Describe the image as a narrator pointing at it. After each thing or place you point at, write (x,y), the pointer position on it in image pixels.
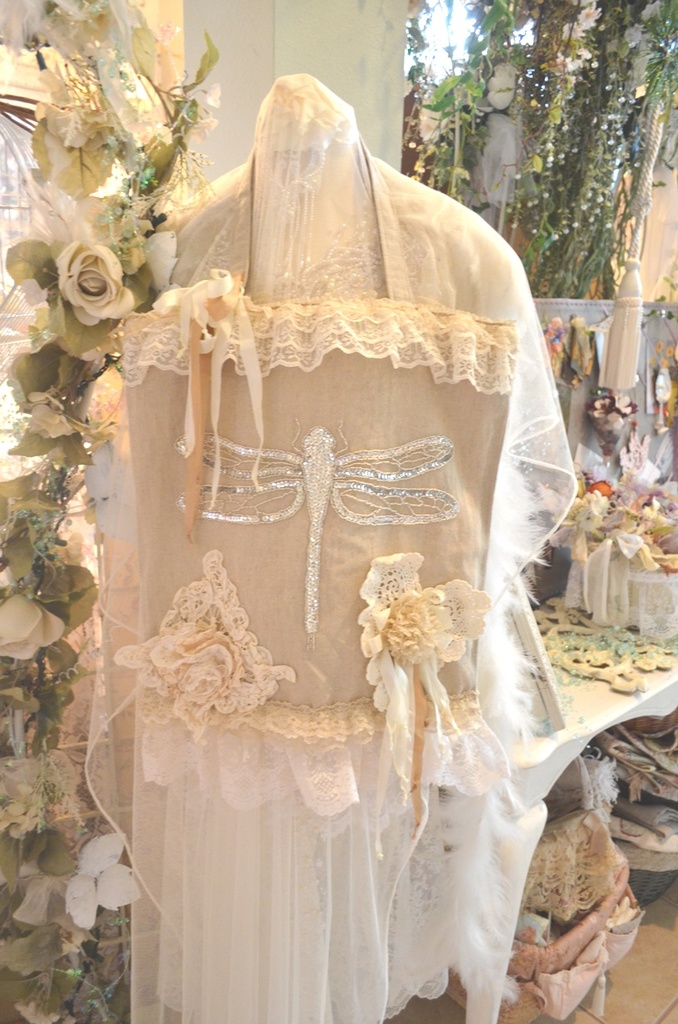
In this picture we can see a dress (203,455). On the left side of the image (48,524), there are decorative flowers (54,379). Behind the dress (364,285), there is a decorative plant (538,103), wall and some objects (498,73).
